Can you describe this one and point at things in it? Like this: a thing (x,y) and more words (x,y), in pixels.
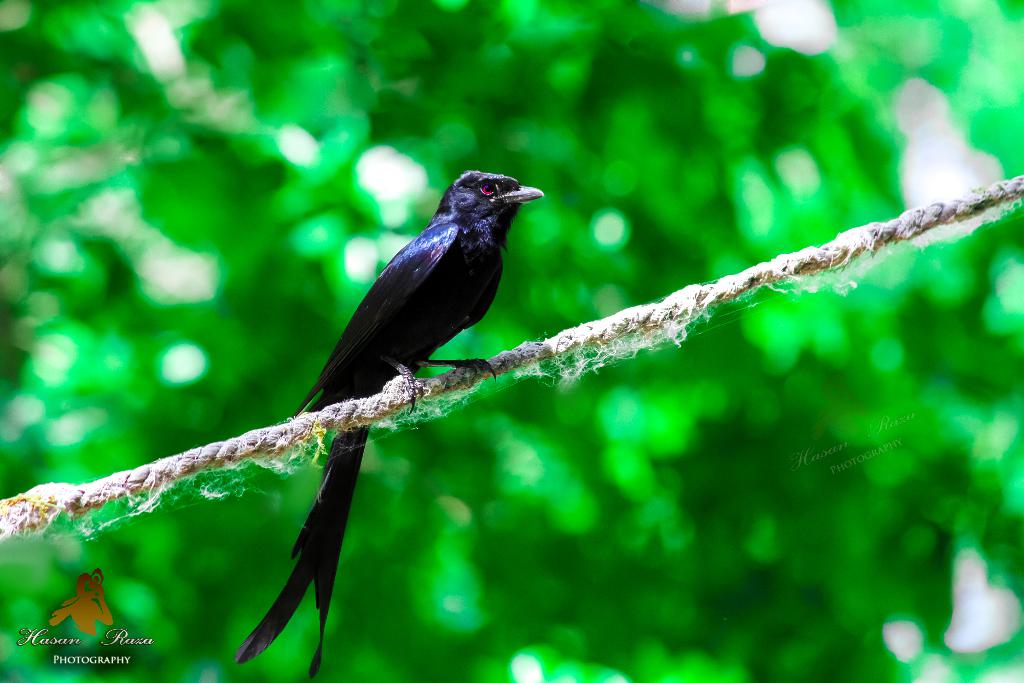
In the picture we can see a rope (499,367) on it, we can see a bird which is black in color and behind it, we can see some plants (647,364) which are not clearly visible.
